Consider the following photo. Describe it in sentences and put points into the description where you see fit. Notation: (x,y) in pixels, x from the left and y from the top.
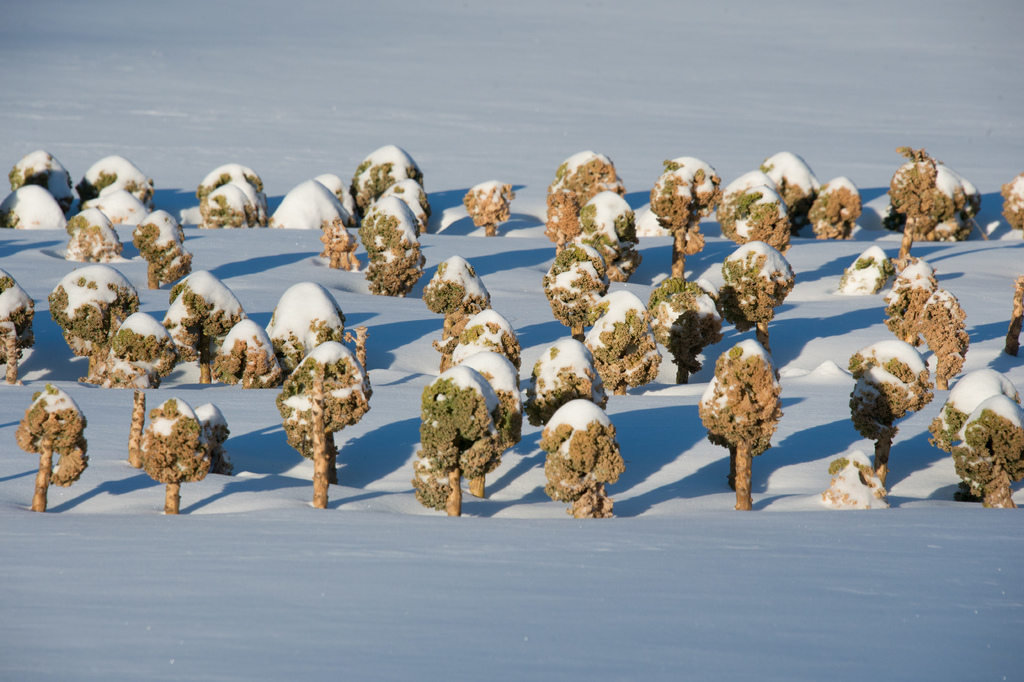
In the picture we can see the snow surface (470,503) with some trees (886,225) and on it we can see some snow (78,276).
